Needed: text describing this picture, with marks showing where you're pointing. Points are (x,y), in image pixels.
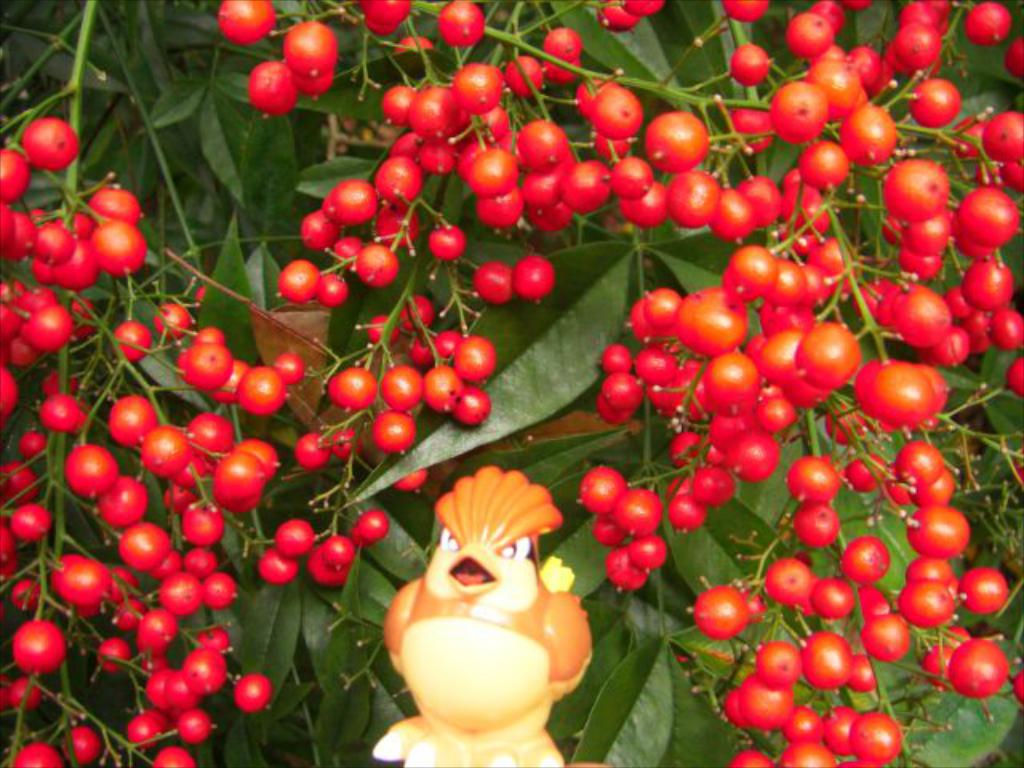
The picture consists of fruits (719,229) and we can see leaves (262,127) and stems (696,100) of a tree (654,71). In the center of the picture (452,505) there is a hen like object (487,651).
